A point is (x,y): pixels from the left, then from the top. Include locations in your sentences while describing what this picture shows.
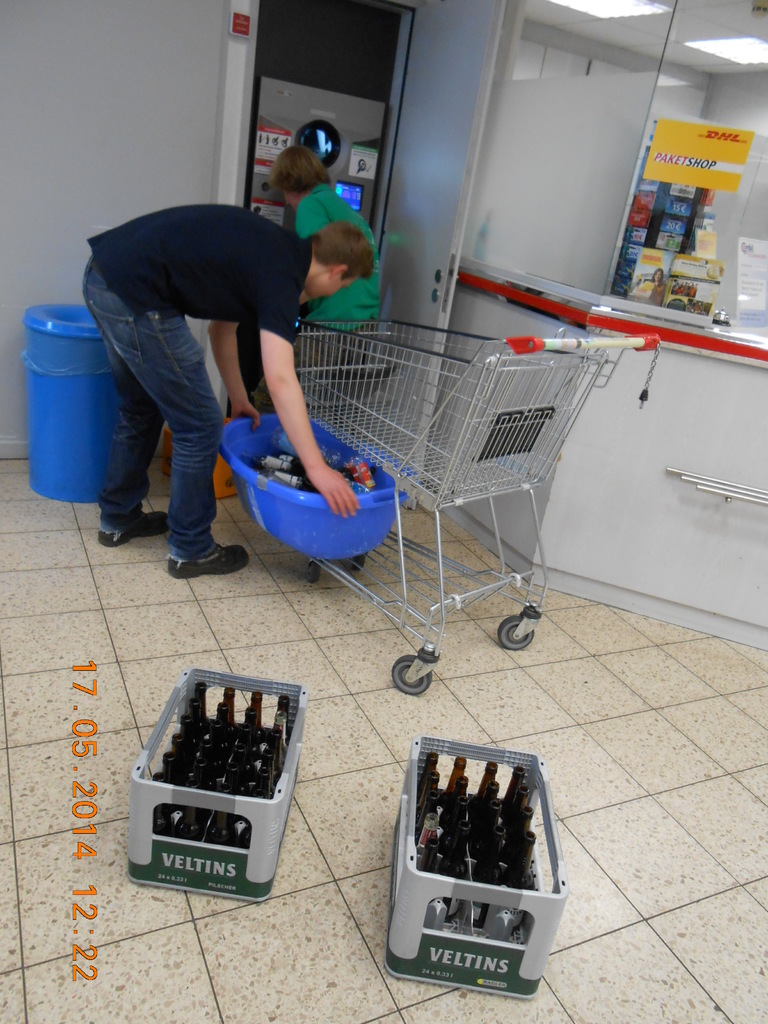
There are few bottles (204,743) placed in a carton (203,854) and the person (199,264) wearing blue dress (186,285) is holding a blue tub (305,493) which has few bottles (290,473) placed in it and there is a trolley (401,374) in front of him and there is another person (305,208) in beside him.
